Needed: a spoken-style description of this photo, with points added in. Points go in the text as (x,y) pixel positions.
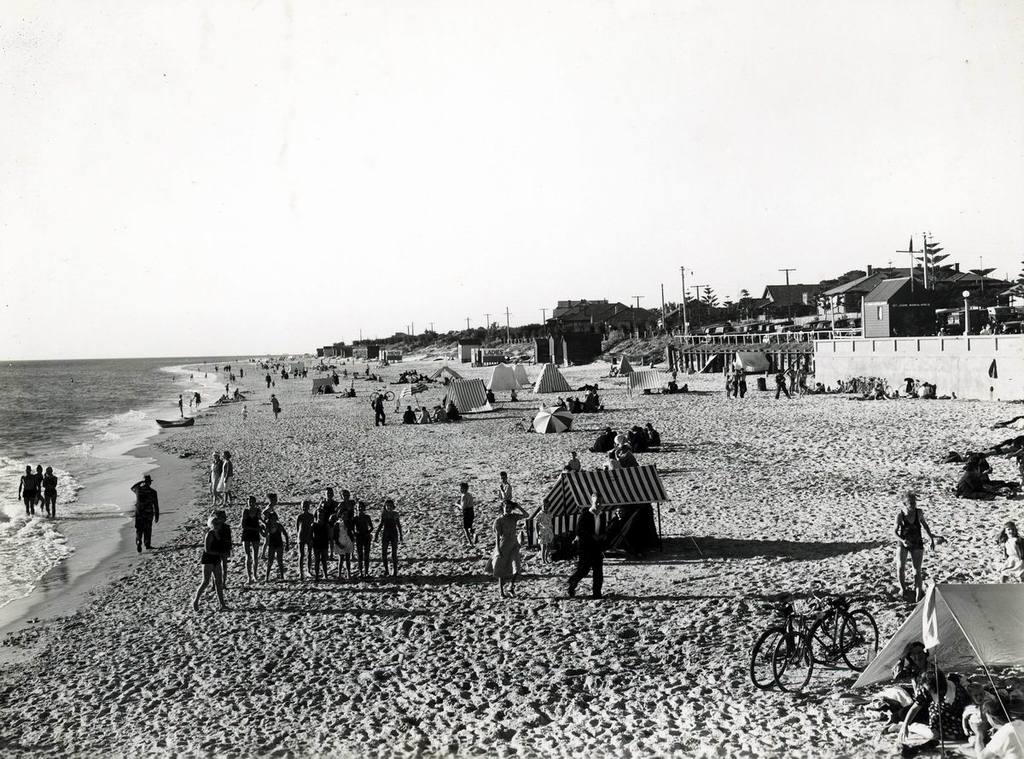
This is a black and white image. Here I can see many people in the beach (289,638). On the left side (40,408), I can see the water (18,436). There are many tents (546,381) and vehicles (764,633). In the background (578,336) there are buildings (908,314) and poles (685,293). At the top of the image (396,95) I can see the sky (422,64).
